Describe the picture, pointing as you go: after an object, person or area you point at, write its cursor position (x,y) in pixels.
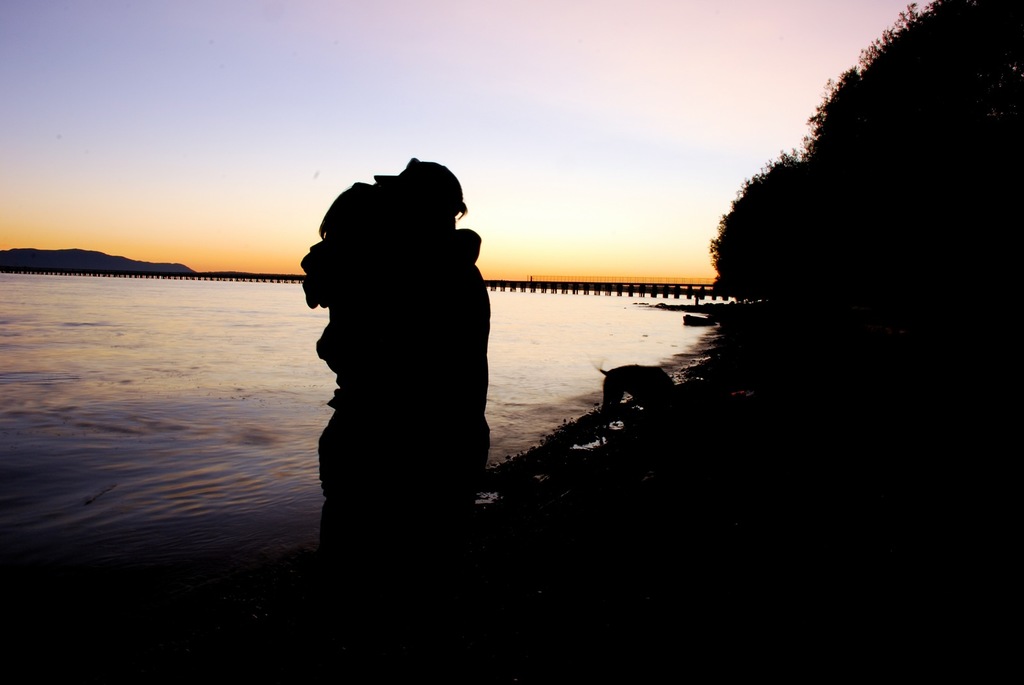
In this image there are two people (433,343) hugging. There is a dog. There are trees (1020,221) on the right side (920,72). There is water (561,401). There are mountains (83,255) in the background (93,263). There is bridge (75,269). There is sky (556,215).
